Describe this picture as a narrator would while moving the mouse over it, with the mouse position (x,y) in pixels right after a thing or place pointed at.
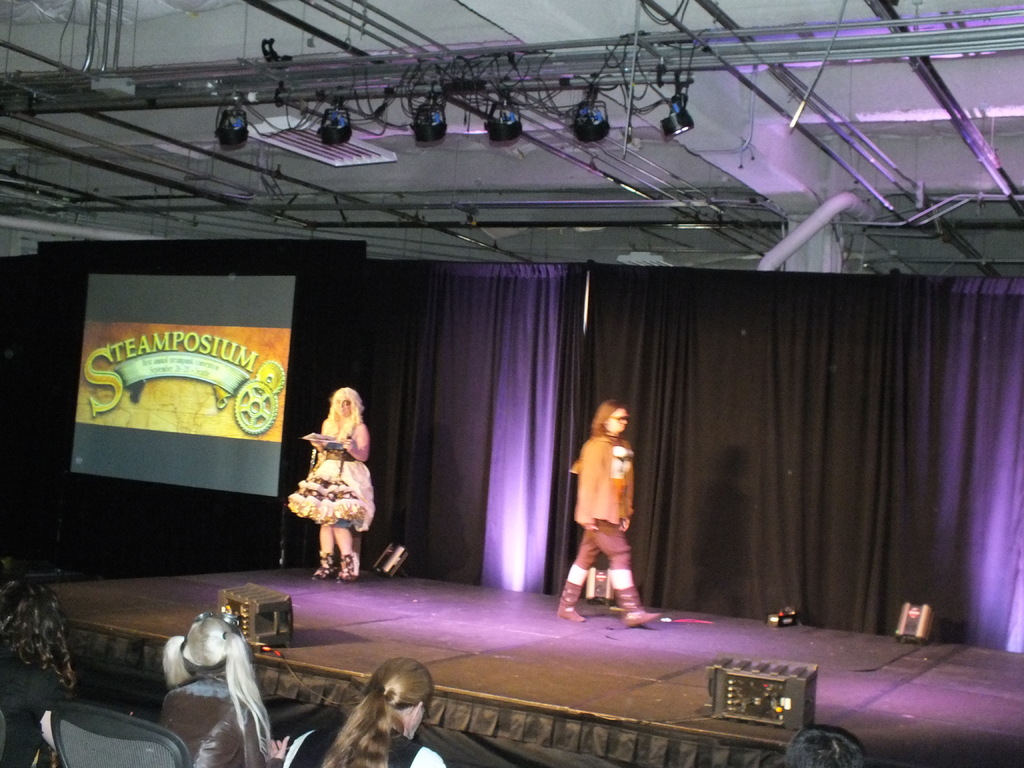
There are people (363,733) sitting in the foreground area of the image (382,673), there are people (319,483) on the stage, curtains (284,450), a screen (272,479) and spotlights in the background (503,118).
